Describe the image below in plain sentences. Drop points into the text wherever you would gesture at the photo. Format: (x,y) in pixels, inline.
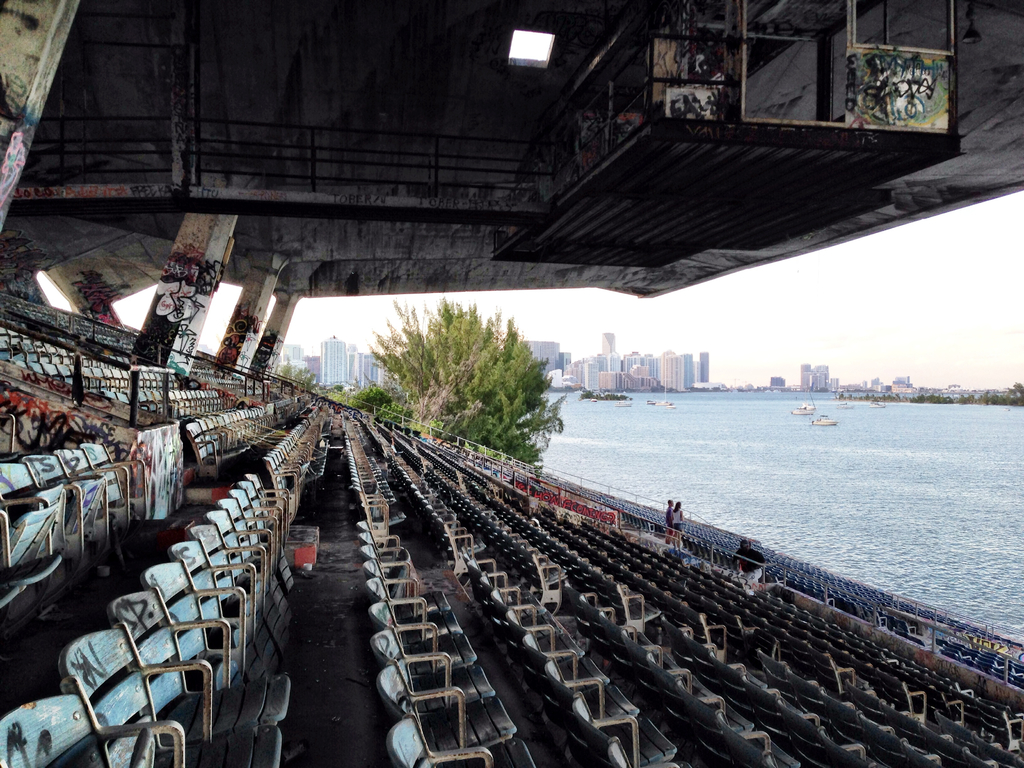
In this image I can see many chairs (265,697). Few people (757,570) are standing. There are trees (417,396) in the center (435,404) and there are buildings (370,375) at the back (359,362). There is water (867,508) on the right (867,508) and there are ships (816,420) on the water (822,397). There are pillars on the left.
